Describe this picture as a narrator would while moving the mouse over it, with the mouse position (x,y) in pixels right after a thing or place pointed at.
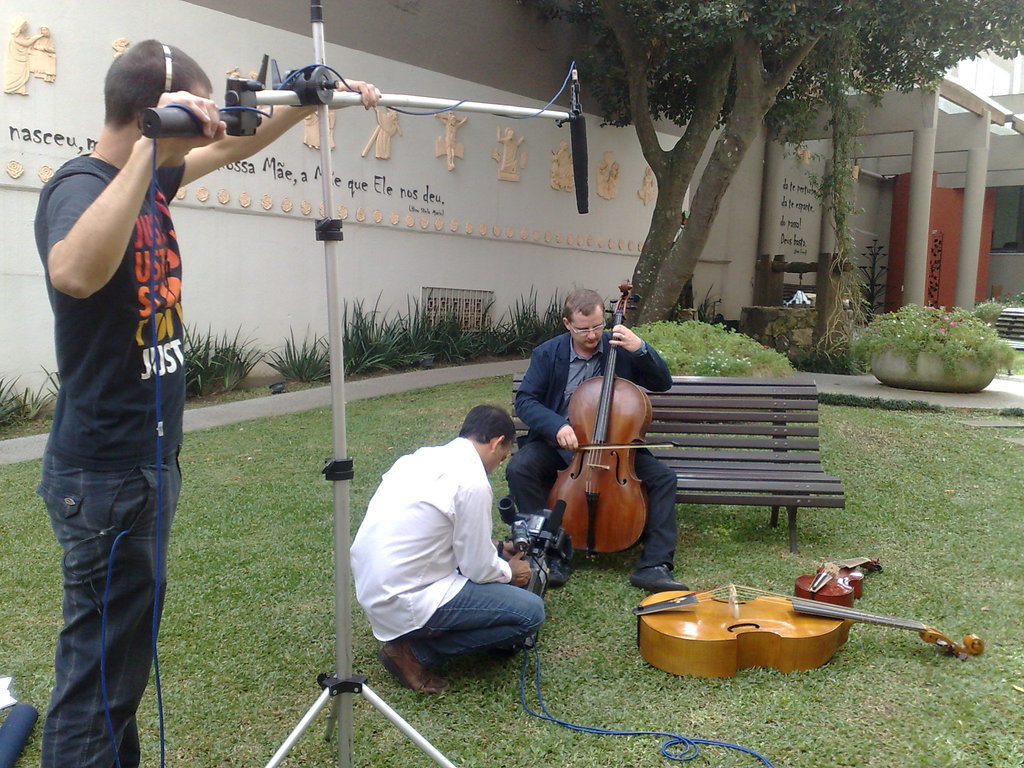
Person (652,484) sitting on the bench (736,460) playing cello (629,441), man (122,453) standing doing settings, in the back (426,150) there is wall (567,221) and tree (741,117).
